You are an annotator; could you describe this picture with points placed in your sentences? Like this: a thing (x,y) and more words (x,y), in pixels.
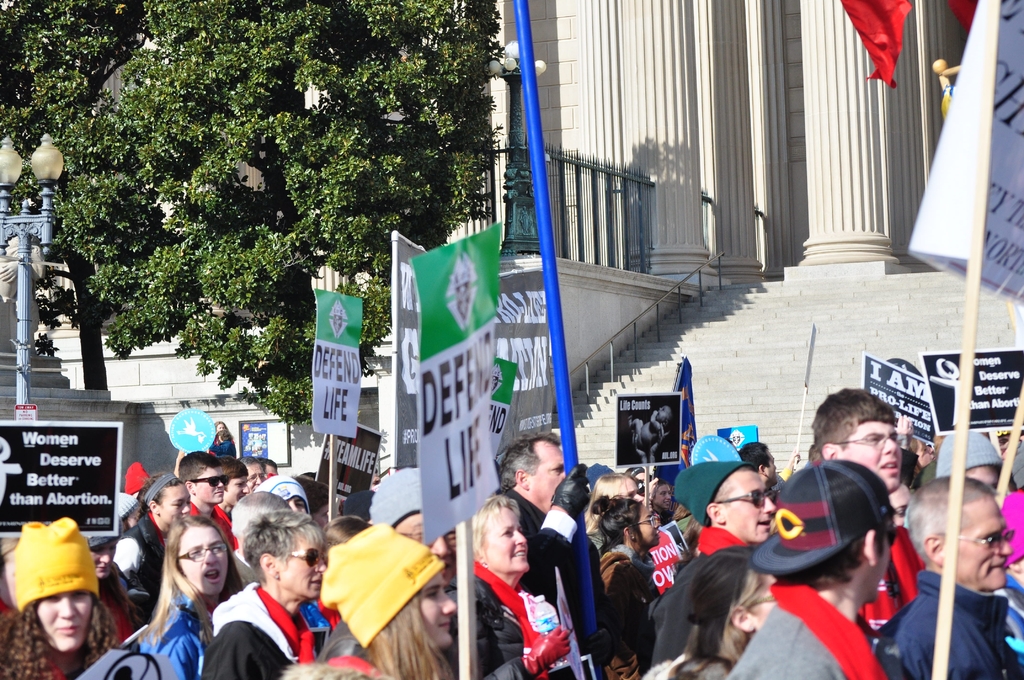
In this image we can see people (136,509) are protesting, they are holding banners (463,457) in their hand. Behind one building (758,145) and stairs (775,320) are present. To the left side of the image (56,207) one tree (62,299) and light pole (23,289) is available.
